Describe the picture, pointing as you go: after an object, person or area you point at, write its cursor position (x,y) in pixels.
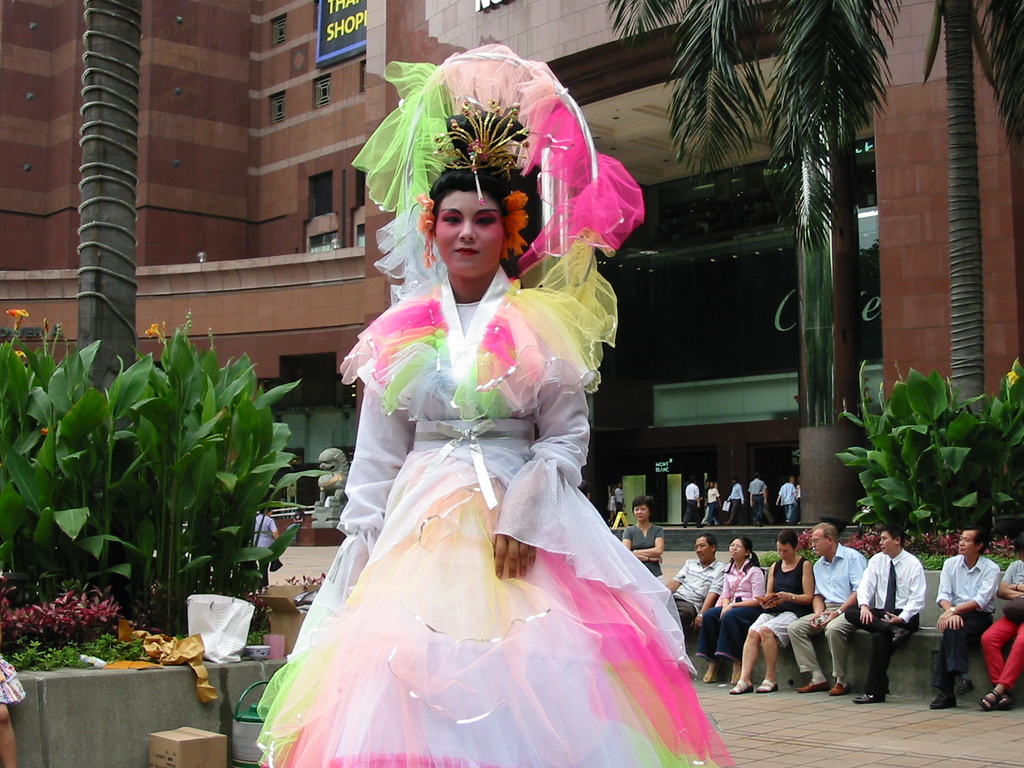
In this image we can see women (477,300) wearing costume (463,652) and standing on the floor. In the background (680,601) there are people (691,560) sitting on the wall (920,625) and walking on the floor (297,556), buildings (156,205), trees (98,261), statues (322,482), bushes (163,561) and cartons (220,747) on the floor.
